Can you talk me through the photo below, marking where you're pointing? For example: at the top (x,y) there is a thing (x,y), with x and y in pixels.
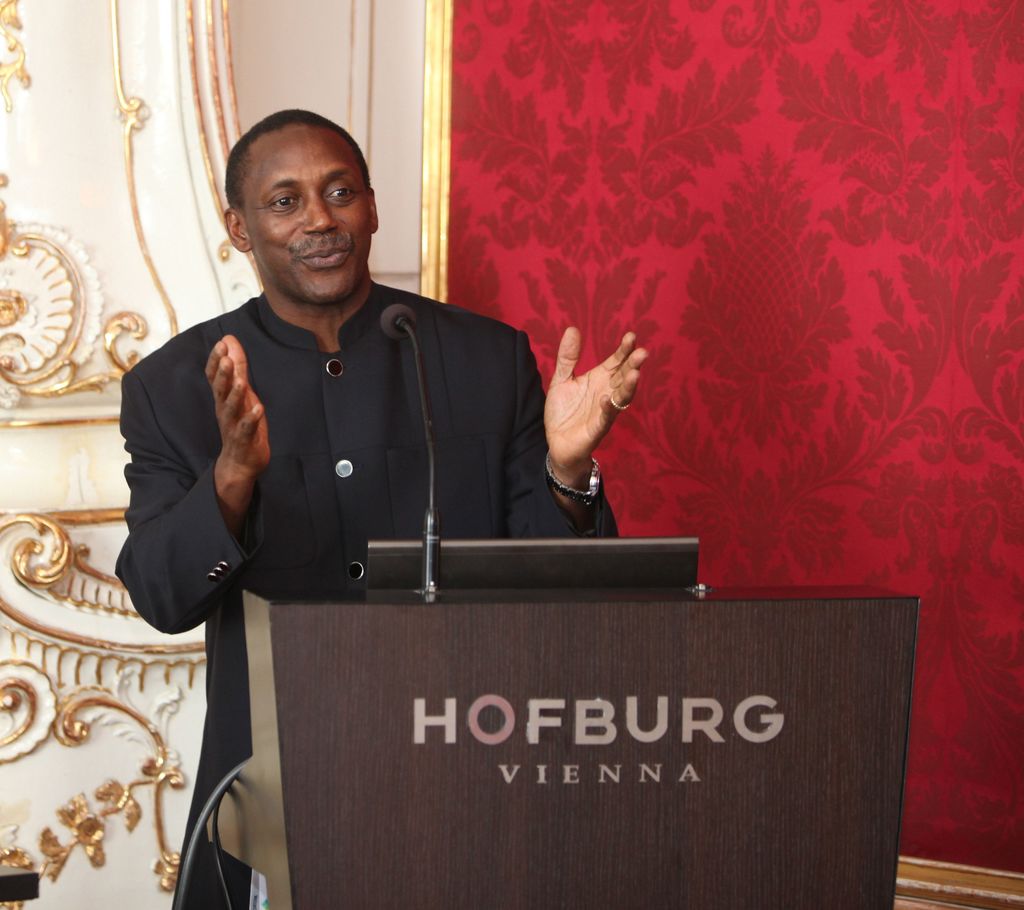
In this picture there is a man (312,478) who is wearing black dress (347,481). He is standing near to the speech desk (550,715). On the desk (484,840) I can see the mic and laptop (606,577). Behind him I can see the red color cloth (605,248). On the left (23,578) I can see some golden color design (113,336) on the wall (88,336).
